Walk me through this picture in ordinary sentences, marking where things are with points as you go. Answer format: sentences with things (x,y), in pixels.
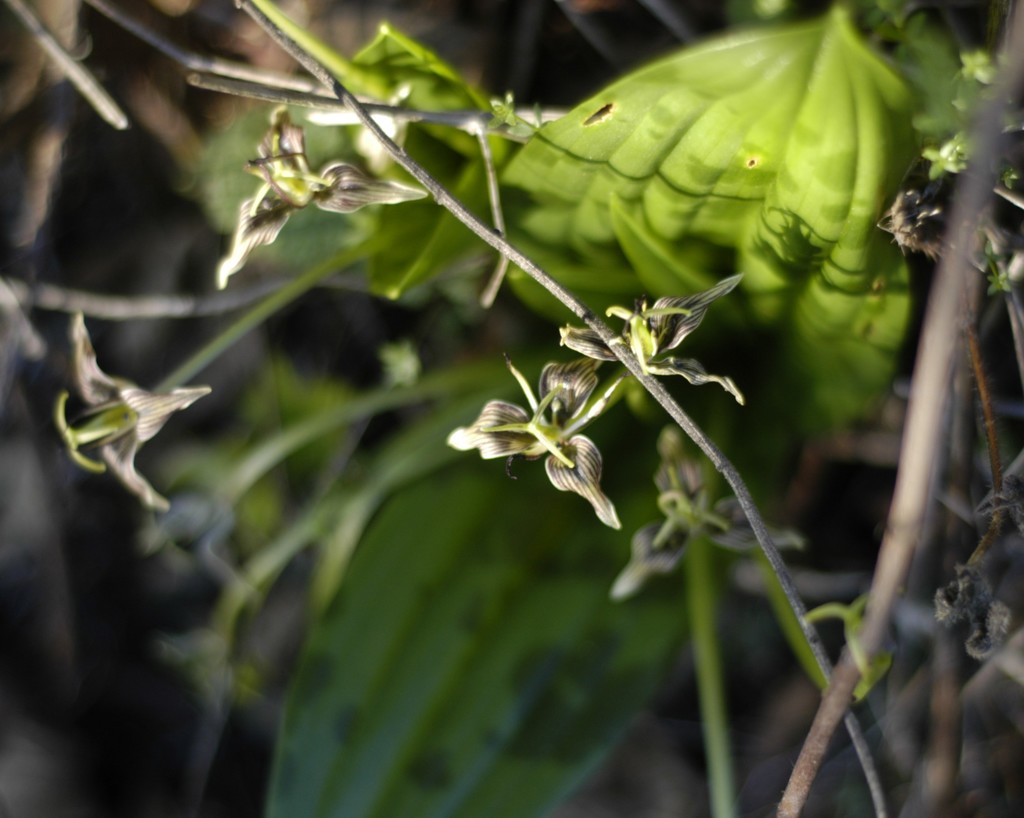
In this picture, we see the plants (820,373) or trees (841,197), which have flowers (542,446). These flowers (599,482) are in grey and green color. In the background (537,487), it is in green and black color. This picture is blurred in the background (465,523).
